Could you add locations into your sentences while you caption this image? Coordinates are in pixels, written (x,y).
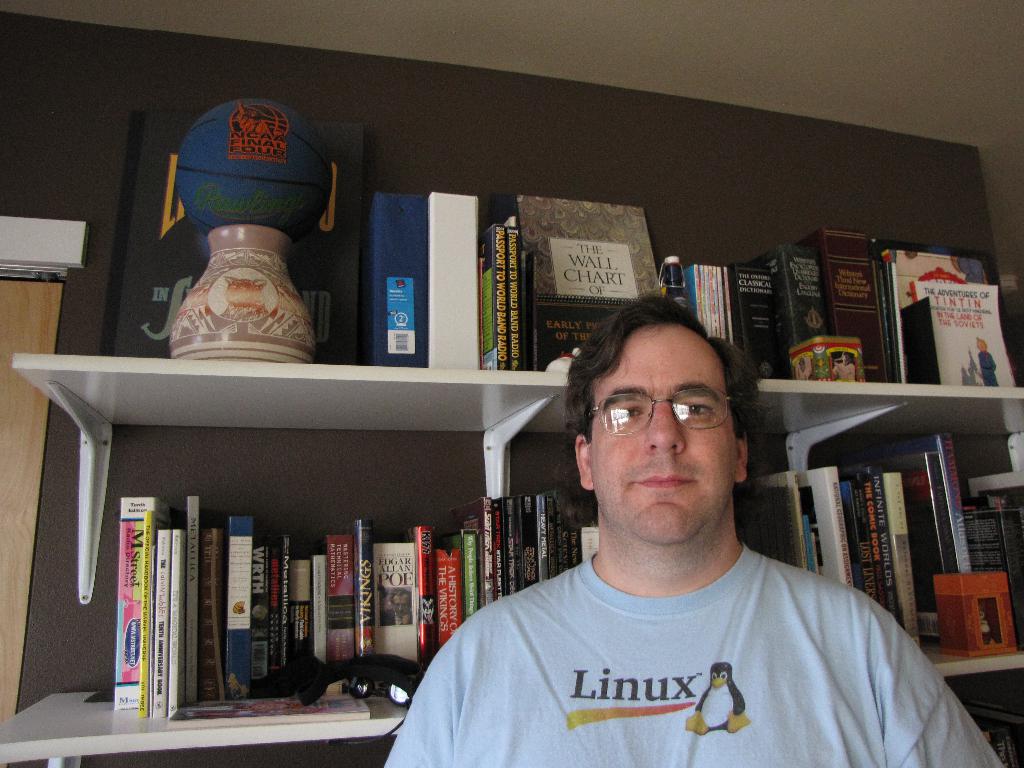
In the picture I can see a man (954,730) wearing a T-shirt (664,624) and I can see the spectacles (608,400) on his eyes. I can see the books (439,360) on the wooden shelves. I can see a ceramic jar (276,300) and there is a ball (240,131) on the top of the jar (262,262).
